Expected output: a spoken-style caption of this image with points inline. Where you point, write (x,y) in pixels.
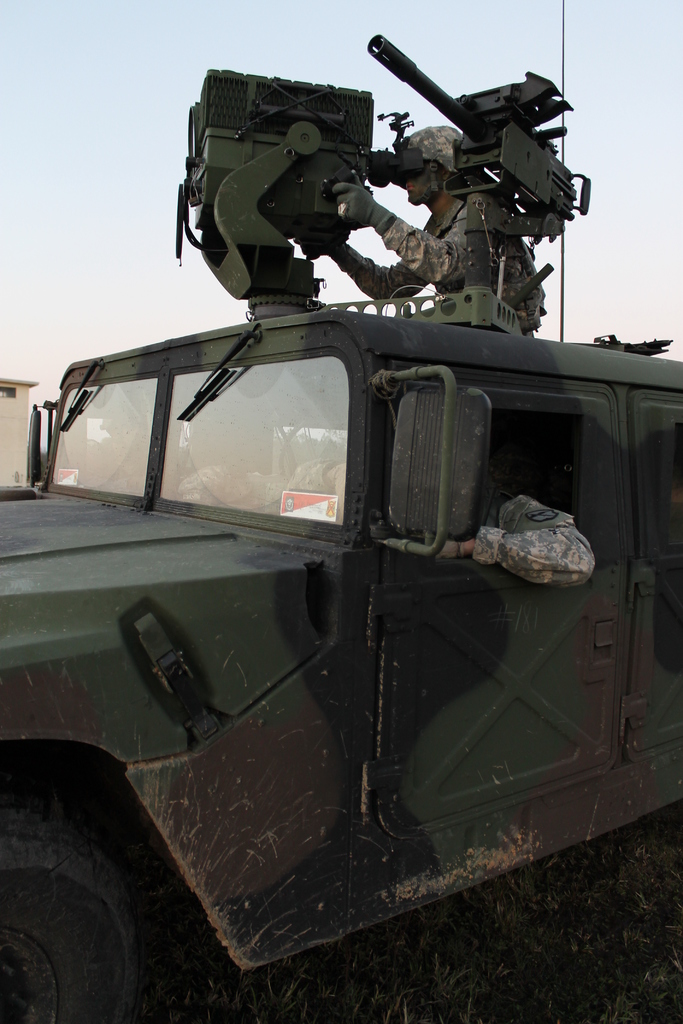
In this image we can see people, military vehicle (326,514), and grass (391,920). In the background (8,56) there is sky (437,70).
